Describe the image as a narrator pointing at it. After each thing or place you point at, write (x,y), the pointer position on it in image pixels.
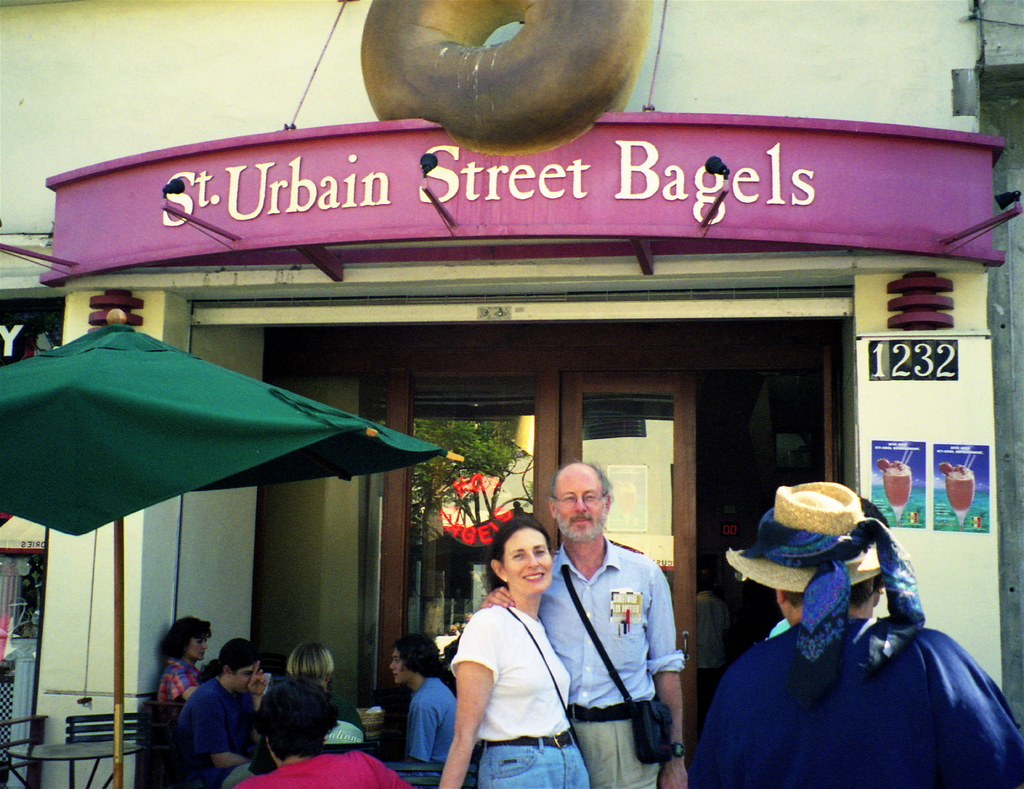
In the given image I can see a people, plant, board (461,236) with text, chair (34,767) and table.
